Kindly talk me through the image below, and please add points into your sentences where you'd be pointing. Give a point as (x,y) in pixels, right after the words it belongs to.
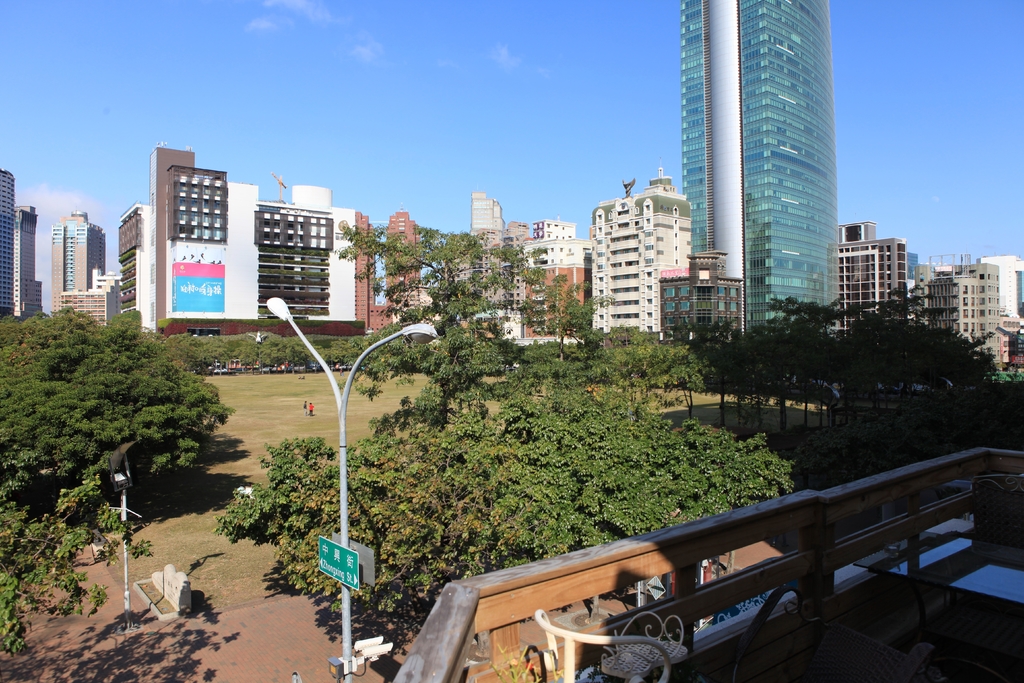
At the bottom (703,650) we can see fence (575,582), pad (590,682) on a chair (590,682) and an object (563,682). In the background (717,509) there are trees (858,453), light poles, boards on the poles (126,496), security cameras (389,650) on the poles (350,651), two persons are standing on the ground (326,413), hoarding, buildings (306,298), windows (794,70) and clouds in the sky (972,243).
